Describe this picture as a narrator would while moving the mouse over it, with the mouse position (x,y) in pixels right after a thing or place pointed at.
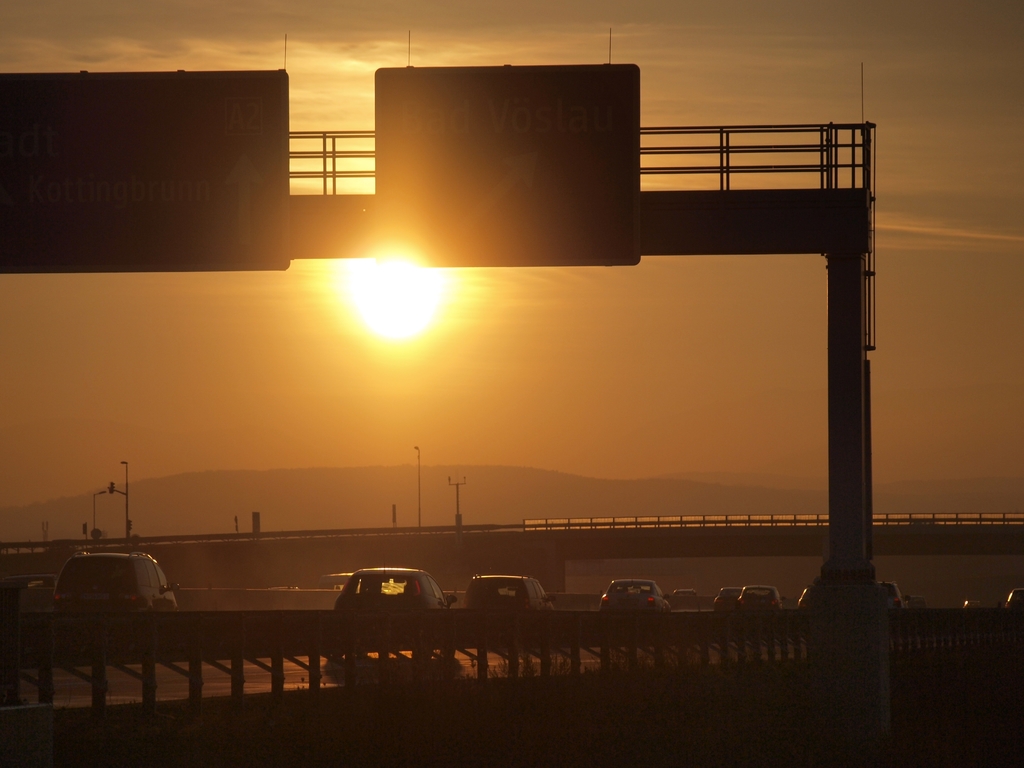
Vehicles (139,572) are on the road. In this image we can see signboards (599,222), bridges (875,534), poles (865,562) and mountain (696,480). Sun (390,316) in the sky (432,310).
